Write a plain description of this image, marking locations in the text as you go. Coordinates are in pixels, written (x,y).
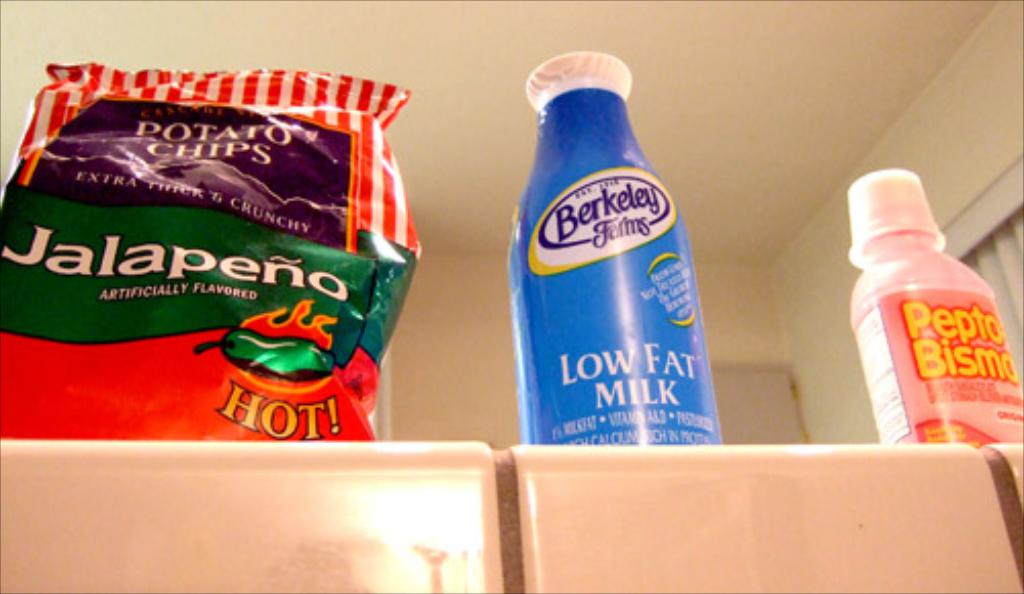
In this image two bottles (860,313) are kept and one potato chips packet (257,176) is kept on the surface (789,527). The rooftop (750,38) is light brown in color. This image is taken inside the house (474,168).
